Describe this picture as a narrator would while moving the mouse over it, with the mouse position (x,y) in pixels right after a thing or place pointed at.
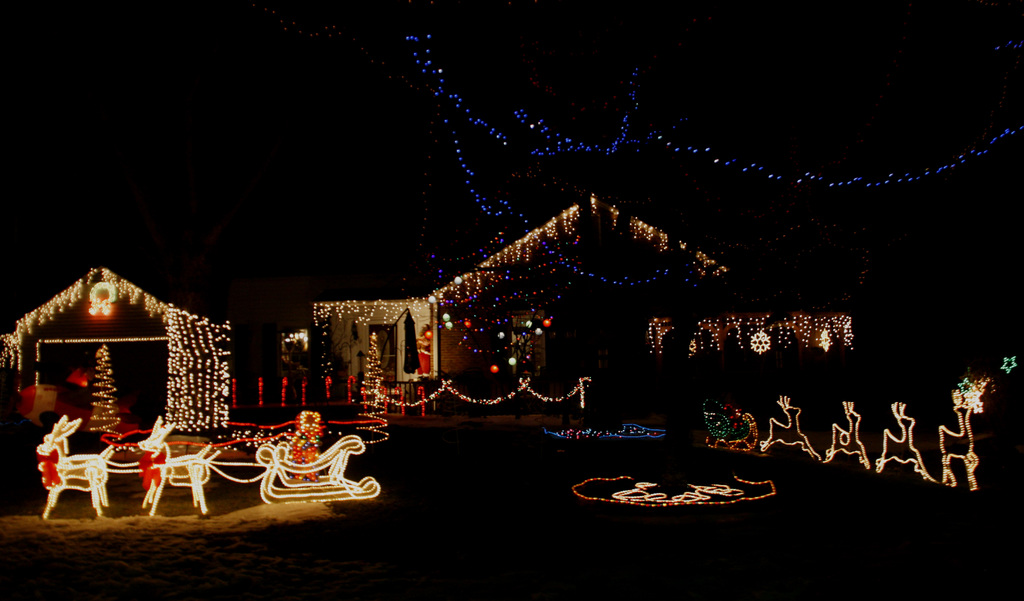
In this image there are some houses (552,342) decorated with some lights (846,435) as we can see in the middle of this image (525,335).
